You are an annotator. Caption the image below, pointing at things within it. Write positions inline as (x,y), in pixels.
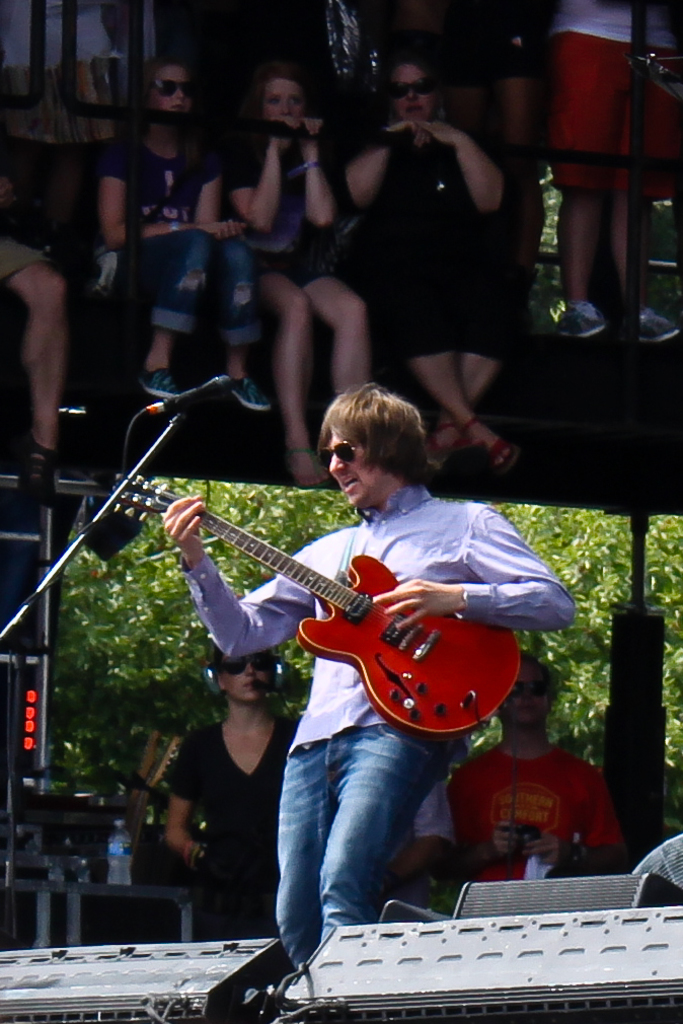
In the image we can see there is a person (352,848) who is standing and holding guitar (265,542) in his hand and on the top (274,247) there are women (287,247) who are watching the person (325,784) and they are sitting at the back (497,436).
